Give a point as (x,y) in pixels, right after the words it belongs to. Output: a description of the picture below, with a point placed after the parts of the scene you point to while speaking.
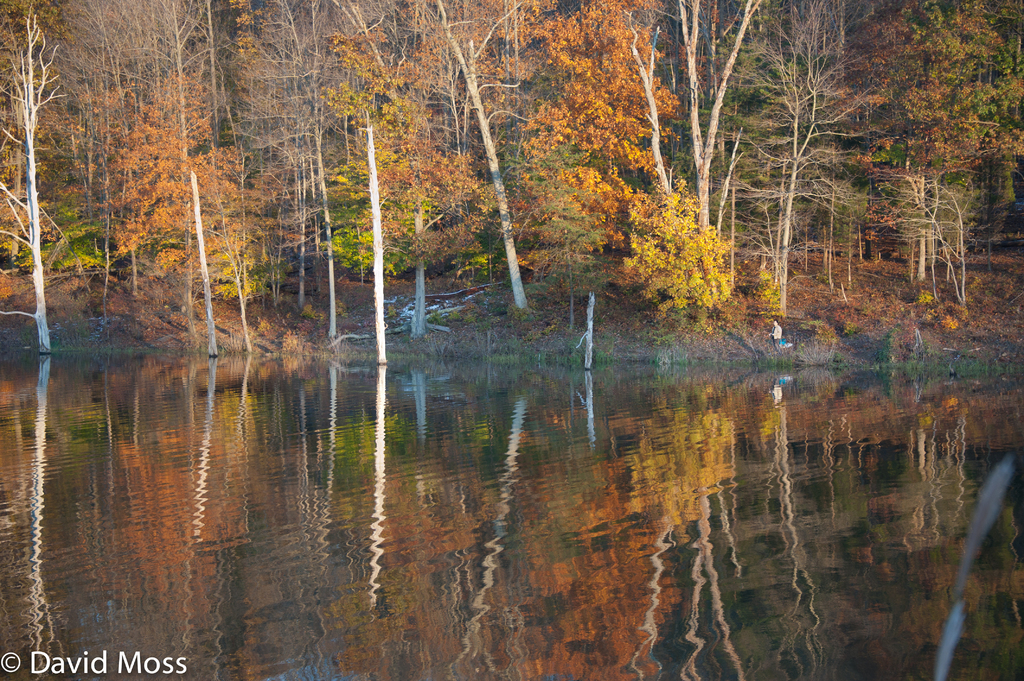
On the bottom left (23,652), there is a watermark (34,665). At the bottom of this image (549,459), there is water (87,464). In the background (171,136), there are trees (345,86), plants (771,271), a person (778,341) and grass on the ground (279,305).
